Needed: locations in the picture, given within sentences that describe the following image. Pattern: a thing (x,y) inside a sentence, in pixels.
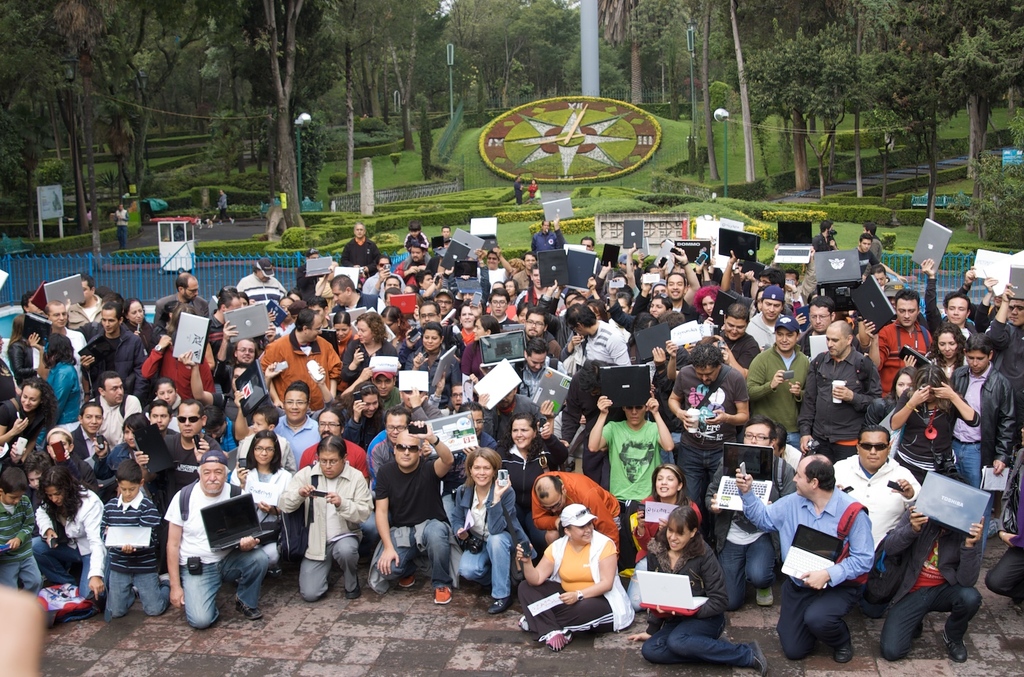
In this image we can see many people (594,392). Some (342,319) are holding laptops (158,465). Some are wearing caps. Some (270,449) are wearing goggles (866,443). In the back (221,260) there are railings (897,254), bushes (492,200), trees (349,80). On the ground (519,149) there is grass (599,176). Also there are lights poles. And there is a board (59,210) with poles (60,220) on the left side (61,220).
